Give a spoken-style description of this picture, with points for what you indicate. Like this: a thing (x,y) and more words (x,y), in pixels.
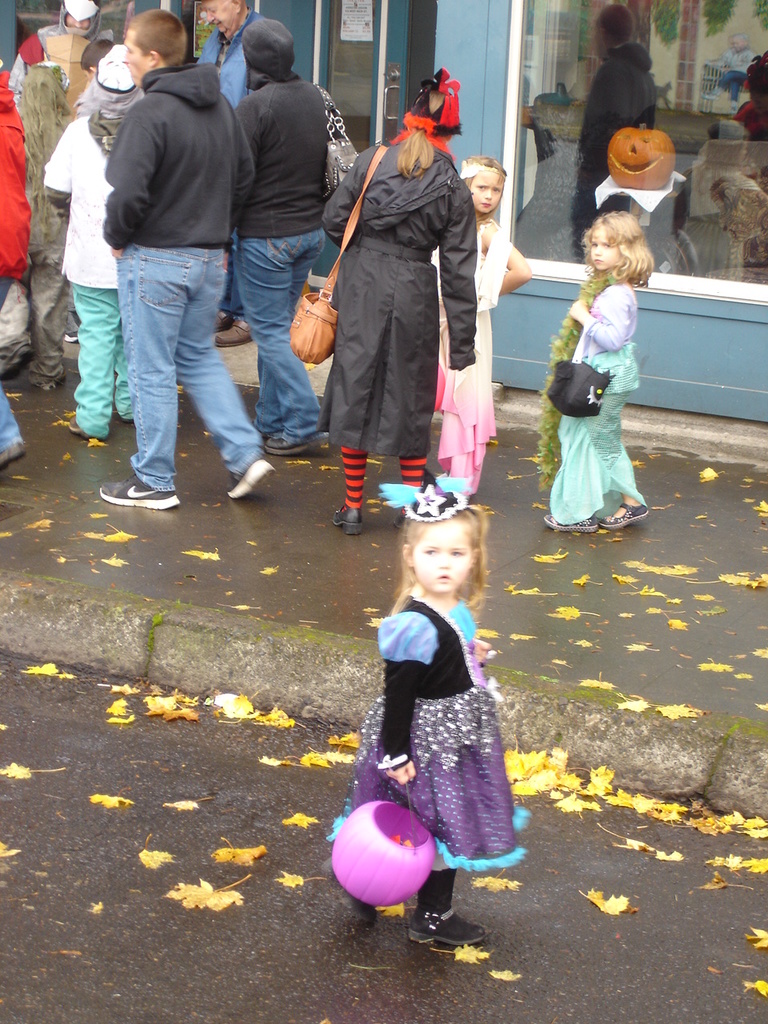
In this image in the foreground (438,914) there is a small girl (448,914) looking at someone (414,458) and at the back (262,361) there are some people (163,391) standing.
